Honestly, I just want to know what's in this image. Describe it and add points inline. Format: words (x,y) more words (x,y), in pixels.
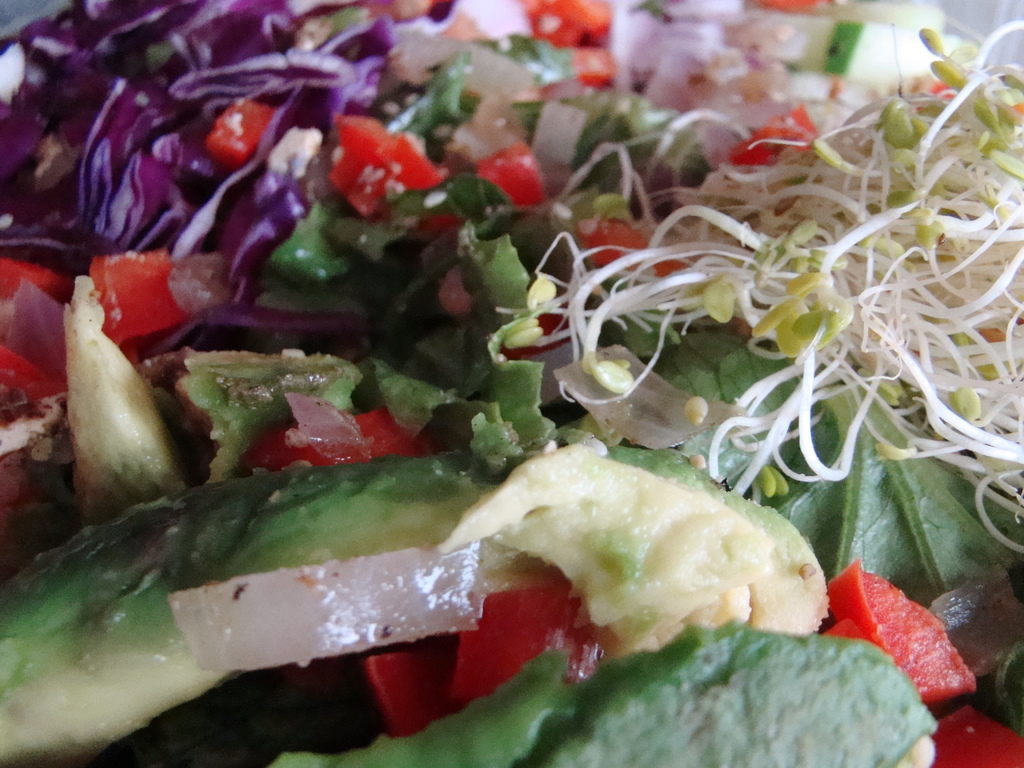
In this picture we can see the food items (581,403).
